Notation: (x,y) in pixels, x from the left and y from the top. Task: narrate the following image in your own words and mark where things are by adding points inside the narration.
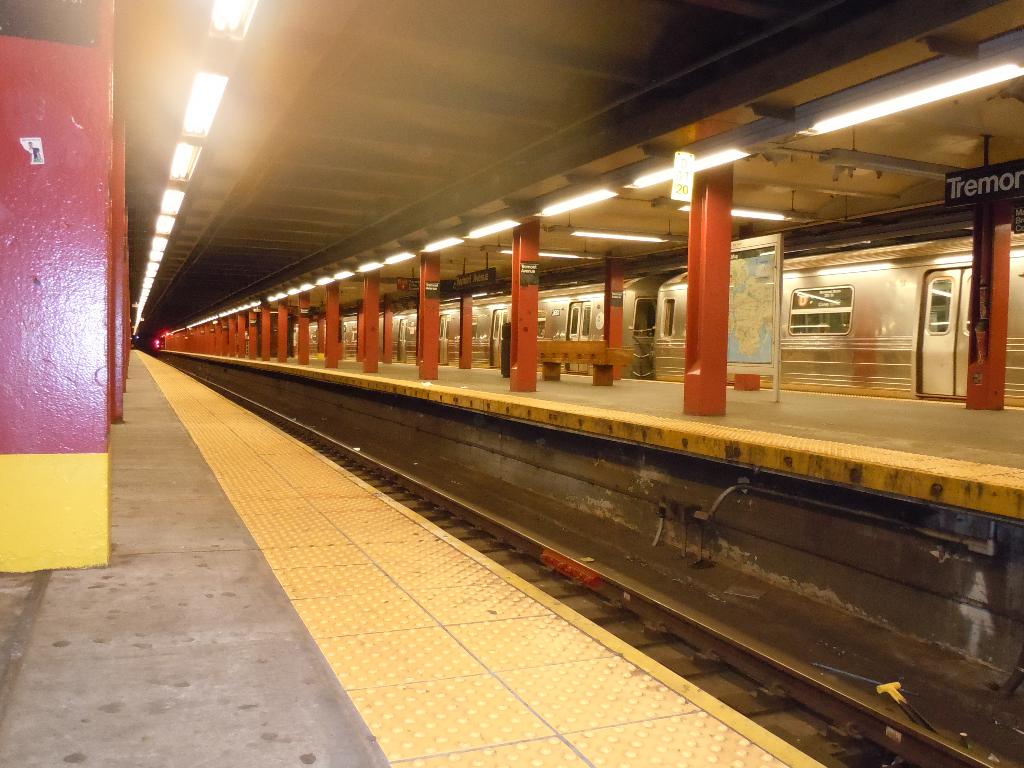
This is a railway station (456,348) and here we can see lights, pillars (702,351), tracks (536,541) and there is a train (865,326) and we can see boards (974,179) and there is a floor (251,608).
